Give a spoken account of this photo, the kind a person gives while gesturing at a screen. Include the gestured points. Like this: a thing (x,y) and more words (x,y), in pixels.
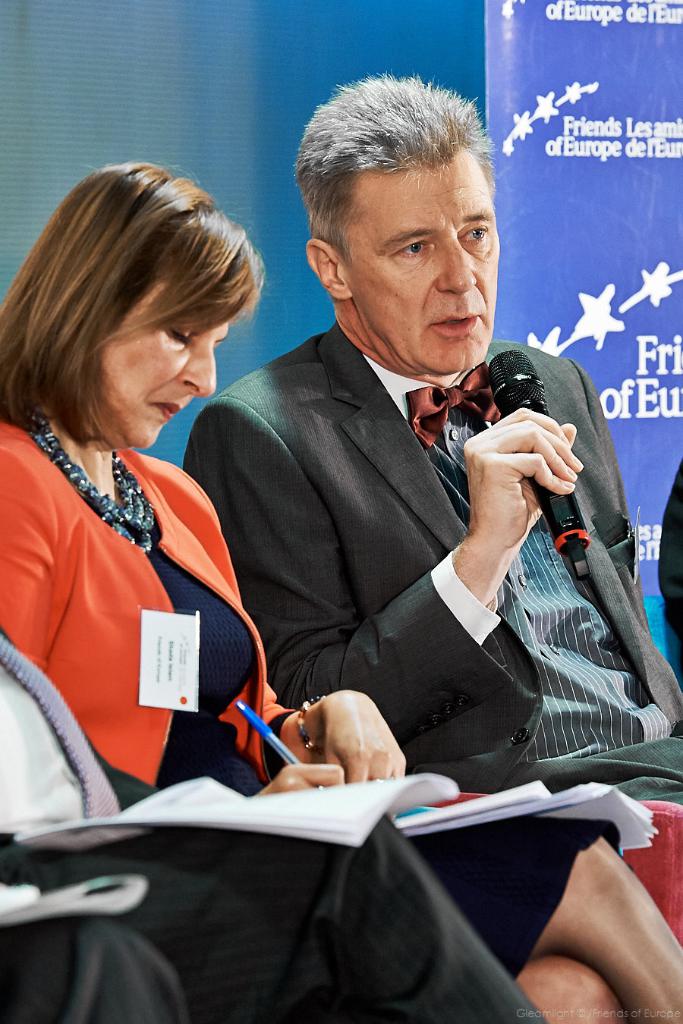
In this image, There are some people (508,925) sitting and in the left side (196,742) there is a woman (146,667) in the orange color coat (114,705) holding a pen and writing in a book (337,814), In the right side (543,721) there is a man (597,574) holding a microphone (530,400) which is in black color, In the background (596,207) there is a wall (155,88) of blue color.
